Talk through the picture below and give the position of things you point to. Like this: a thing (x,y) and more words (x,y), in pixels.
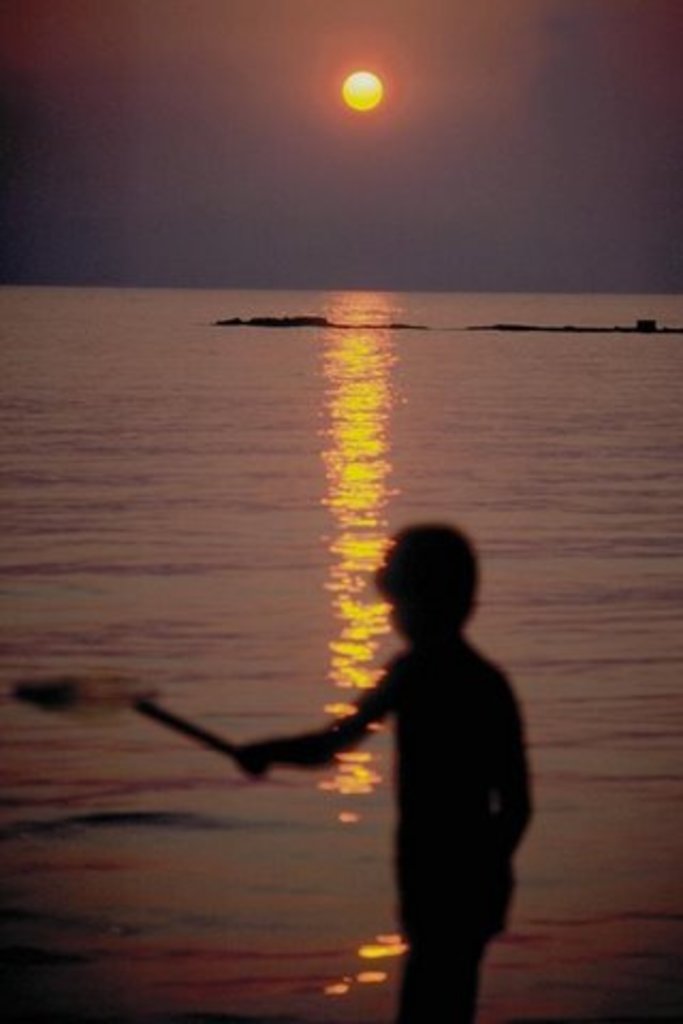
In this image I can see the shadow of a boy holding a stick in his hands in sunset. I can see the sun (373,75) in the sky (510,192) at the top of the image (436,146) and I can see sun rays reflection (346,666) in water (258,408) in the center of the image (340,346).
